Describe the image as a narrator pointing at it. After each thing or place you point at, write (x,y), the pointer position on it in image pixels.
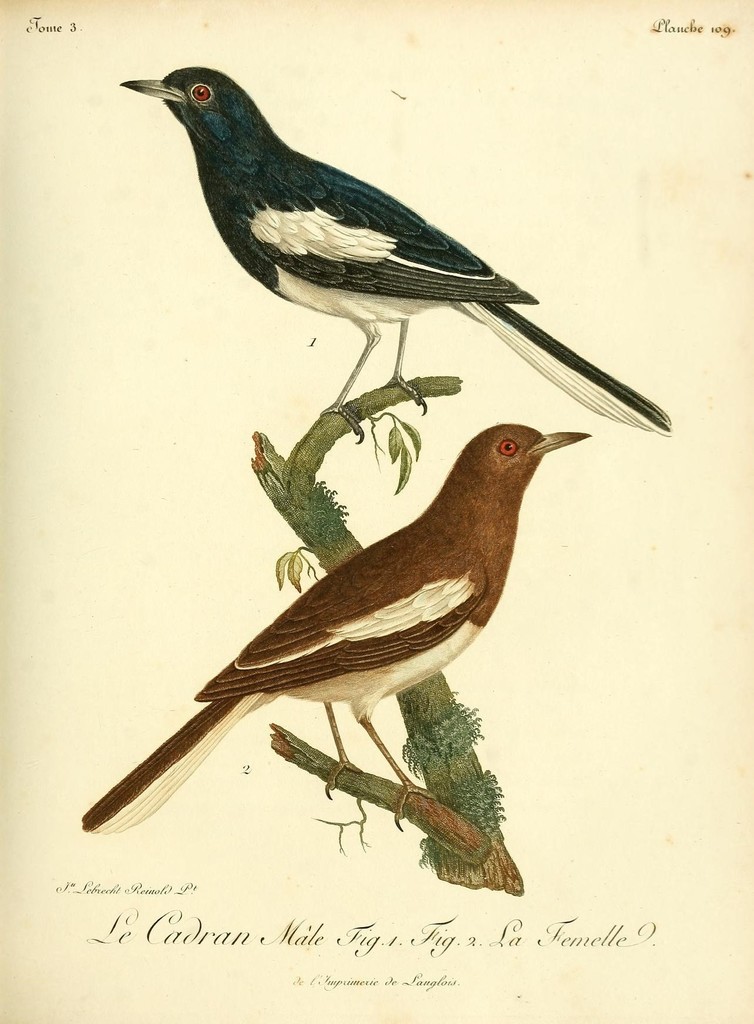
In the image we can see a paper (342,35), in the paper (287,79) we can see two birds (248,160) on a stem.
